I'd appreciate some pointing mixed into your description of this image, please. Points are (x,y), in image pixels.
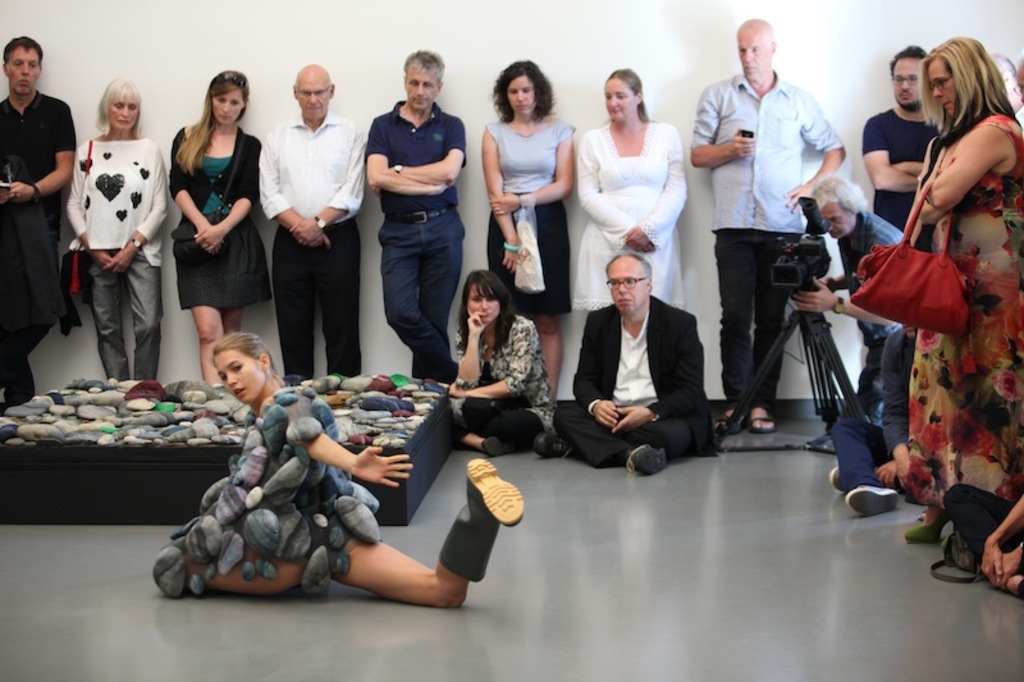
In this image in front few people (589,389) are sitting on the floor (703,582) and some are standing on the floor (442,473). In front of them there is a black color surface (410,472) on which there are stones (194,422). Behind them there is a wall (633,24) and in front of them there is a camera (805,260).
